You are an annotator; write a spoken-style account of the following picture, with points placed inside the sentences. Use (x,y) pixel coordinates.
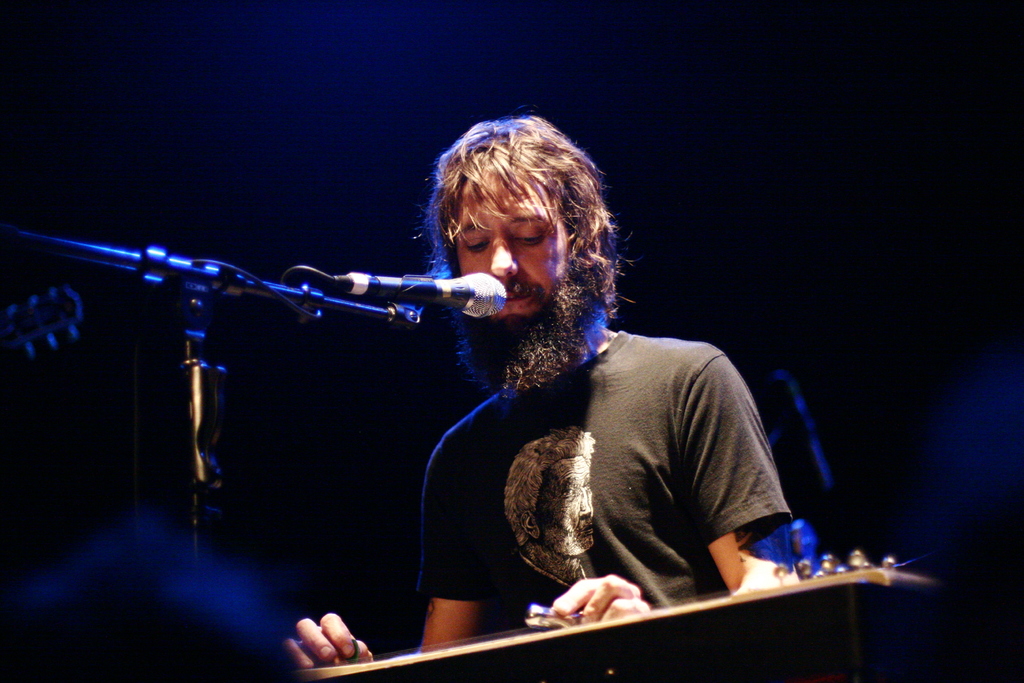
In this image there is a man (579,366) who is playing the guitar (487,636). In front of him there is a mic (495,298).
